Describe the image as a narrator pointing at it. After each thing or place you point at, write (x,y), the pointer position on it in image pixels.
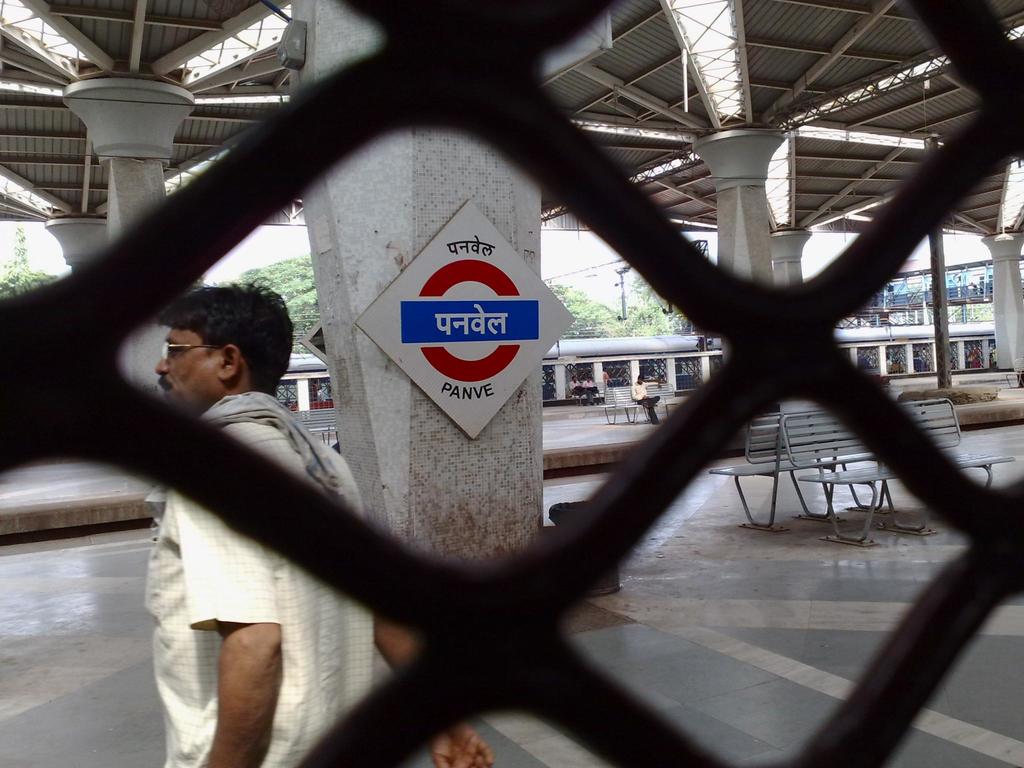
In this image there is a mesh (566,679), behind the mesh (566,679) there is a platform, on that platform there is a man (281,593), benches (776,474) and there are pillars (783,275), at the top (790,84) there is a roof (629,14), in the background (606,348) there is a train (624,348), bridge (889,308) and trees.
